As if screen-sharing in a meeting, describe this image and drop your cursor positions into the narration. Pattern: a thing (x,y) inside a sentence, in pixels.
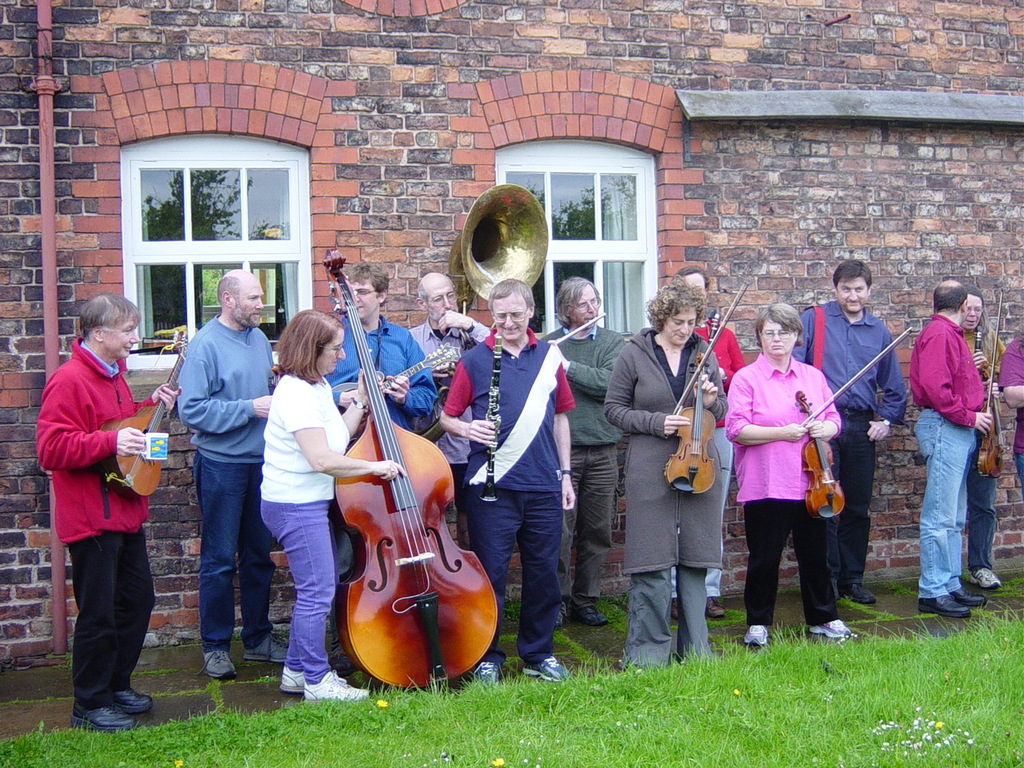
There are group of people (282,382) standing. Many people (319,392) are holding musical instruments (437,460). This is a grass (805,709). These are the windows (220,184). This looks like a pipe line (56,281) which is red in color. This is the wall (402,90) with bricks (609,39).
